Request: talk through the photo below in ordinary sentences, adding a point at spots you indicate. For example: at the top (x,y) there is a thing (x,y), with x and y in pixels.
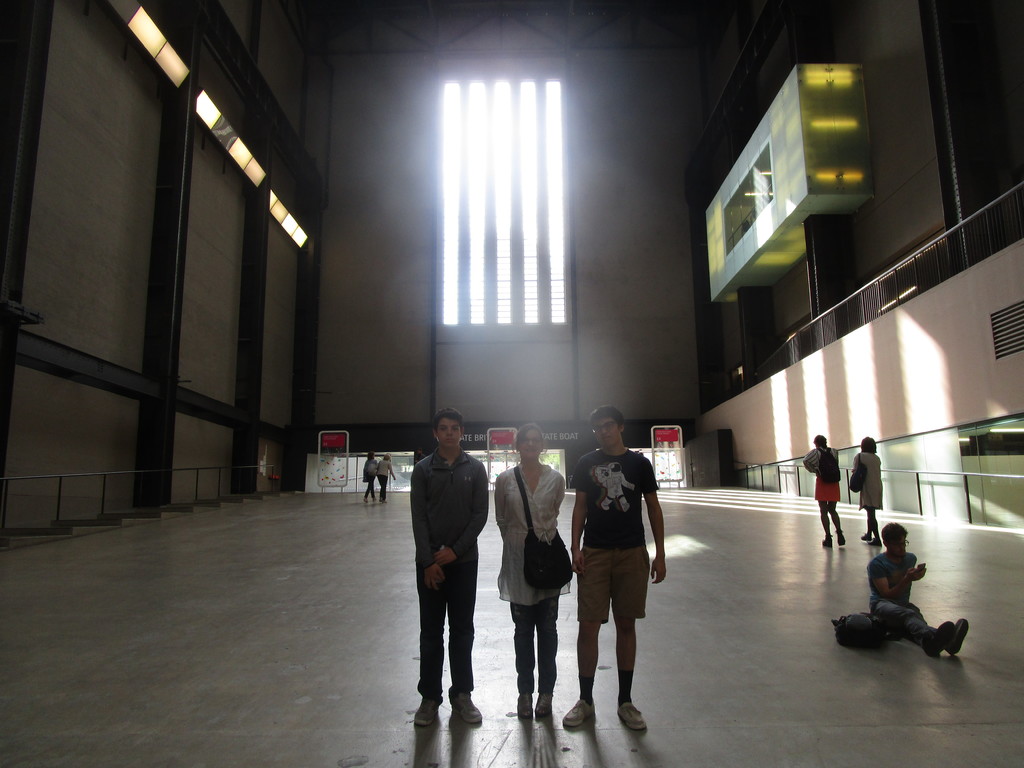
This picture is taken inside the building (701,184). In the center (528,486), there are three people (428,501). Among them, there are two men (587,532) and women (519,583). Woman (501,499) is carrying a bag (530,541). At the bottom right (914,624), there is a man (889,540) sitting on the floor (921,678). beside him, there is a bag (861,619). Behind him, there are people (880,464). Towards the left (152,334) and right, there is a wall (617,291). In the center (555,297), there is a window (546,228).
